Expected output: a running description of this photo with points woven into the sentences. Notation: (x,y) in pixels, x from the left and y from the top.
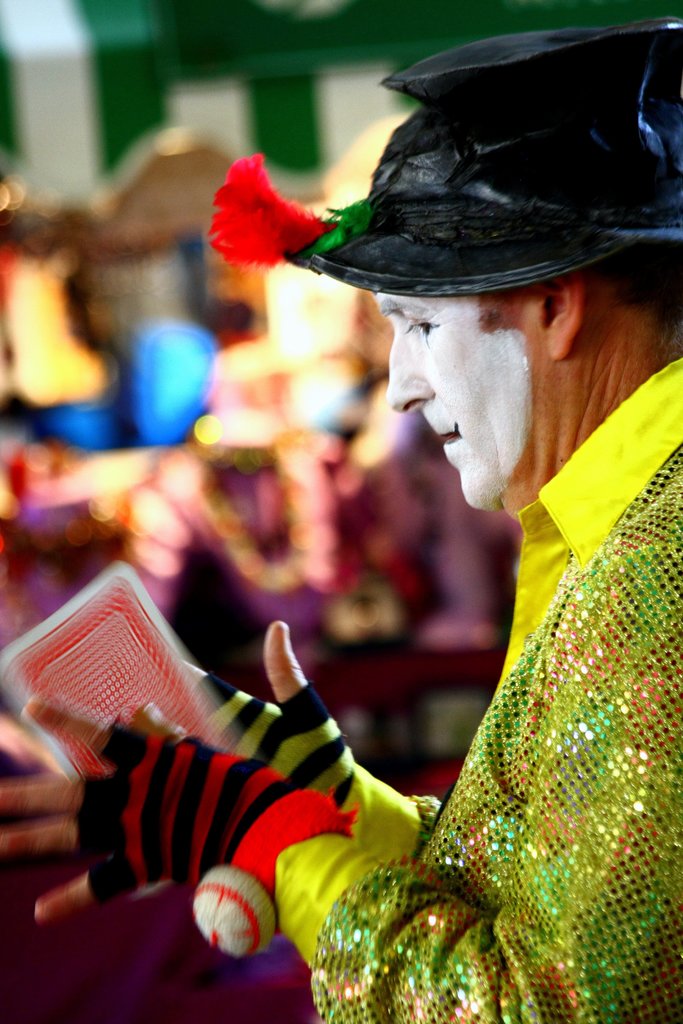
In this picture there is a person (490,859) with yellow shirt (490,859) is standing and holding the card (65,613). At the back (389,514) the picture is blurry.
